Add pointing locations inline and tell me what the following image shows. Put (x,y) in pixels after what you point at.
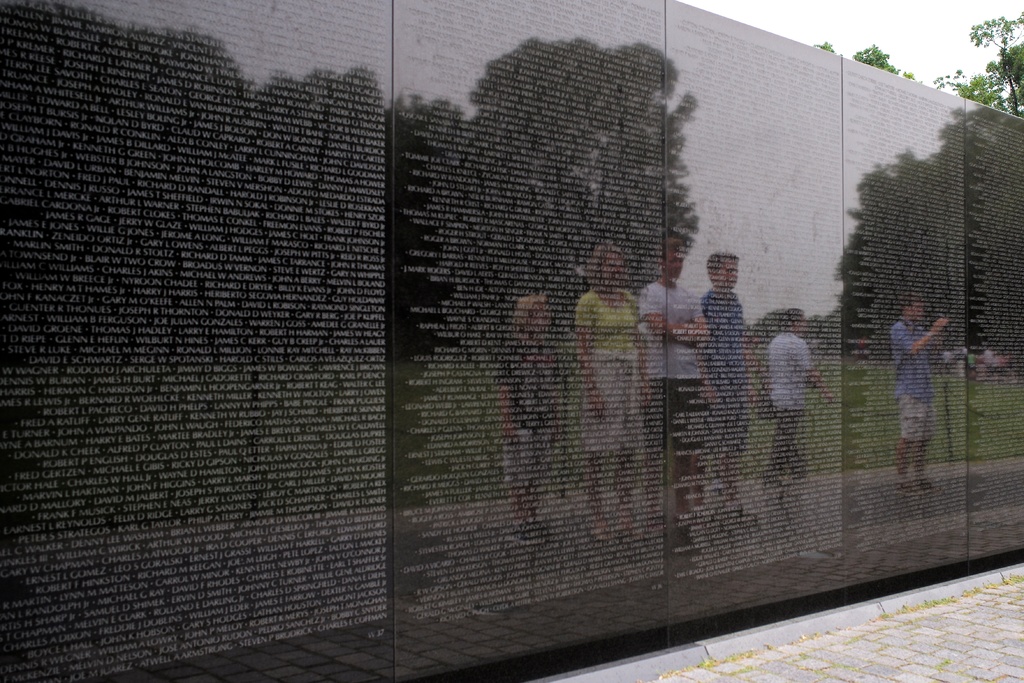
In the picture we can see a black color marble wall (966,345) with an information (300,279) and on it we can see some people images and near it, we can see a path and behind it we can see a part of tree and sky (932,58).
